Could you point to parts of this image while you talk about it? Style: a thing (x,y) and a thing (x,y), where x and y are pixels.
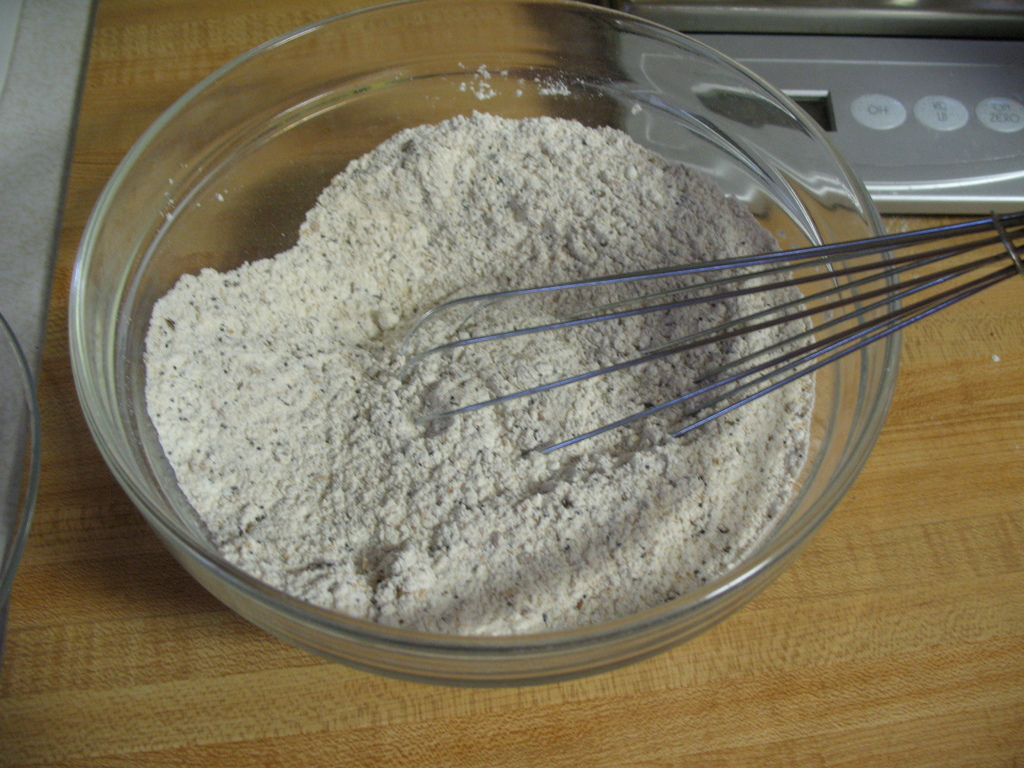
In this picture we can see the glass bowl (249,188) full of wheat flour (714,324) with whisk (691,339) is placed on a wooden table top (928,692).
